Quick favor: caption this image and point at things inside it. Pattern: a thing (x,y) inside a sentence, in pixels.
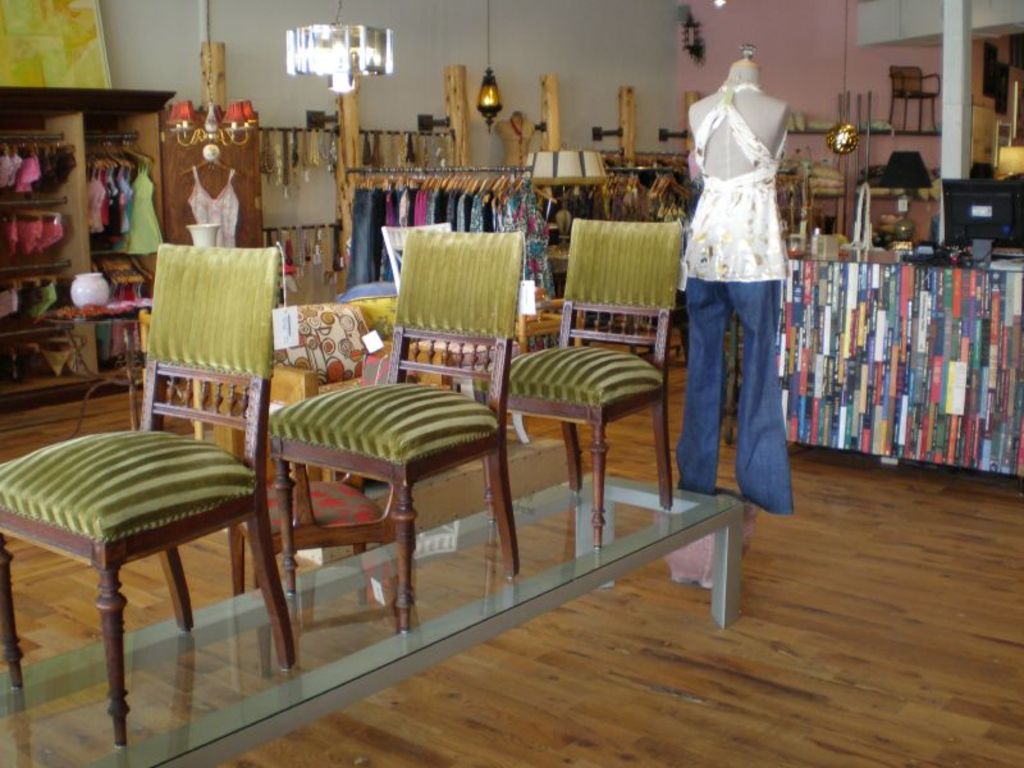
In this image I can see chairs (23,521), mannequin (746,323) and a cupboard (120,211). At the back side (957,220) there is a system (962,227).
